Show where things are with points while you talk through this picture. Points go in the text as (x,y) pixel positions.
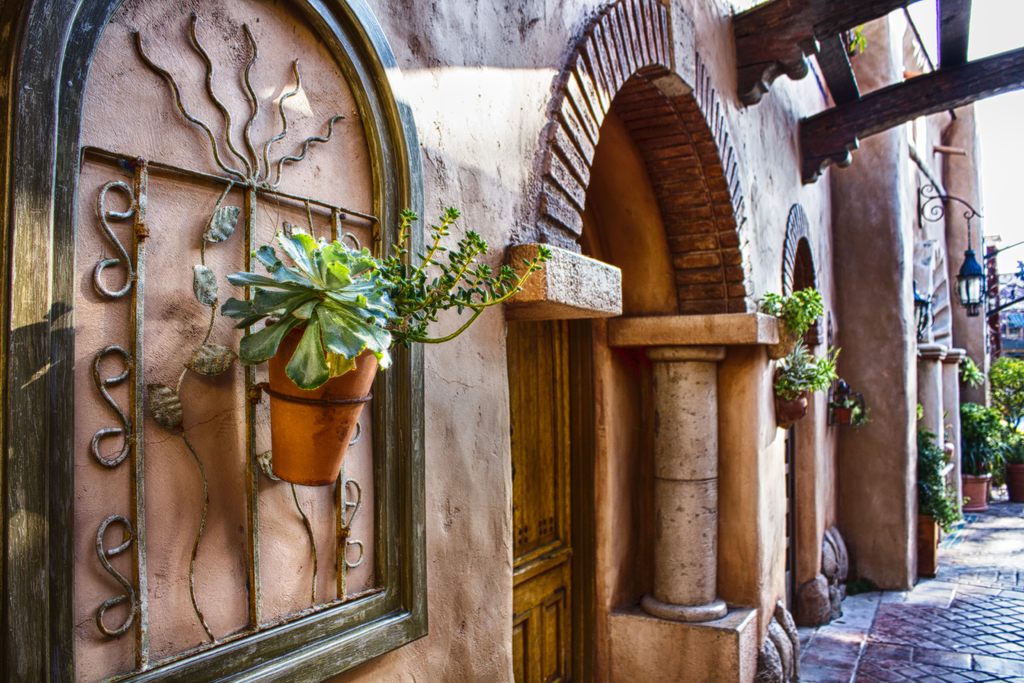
In the image we can see a building (240,230), arch construction (627,60), plant pot (340,297), lamp (963,277), white sky (1002,155) and footpath (937,616).
